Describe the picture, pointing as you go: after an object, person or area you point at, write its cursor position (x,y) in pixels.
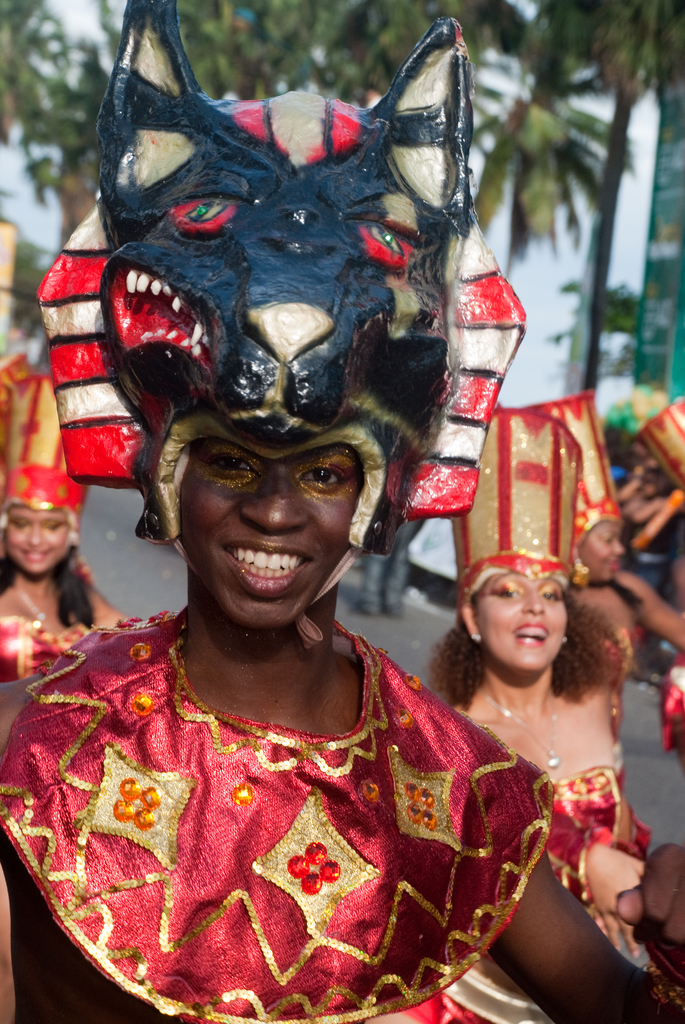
In this image we can see a group of people (213,617) standing on the road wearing the costumes (377,840). On the backside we can see a group of trees (516,245), a pole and a board (680,132).
